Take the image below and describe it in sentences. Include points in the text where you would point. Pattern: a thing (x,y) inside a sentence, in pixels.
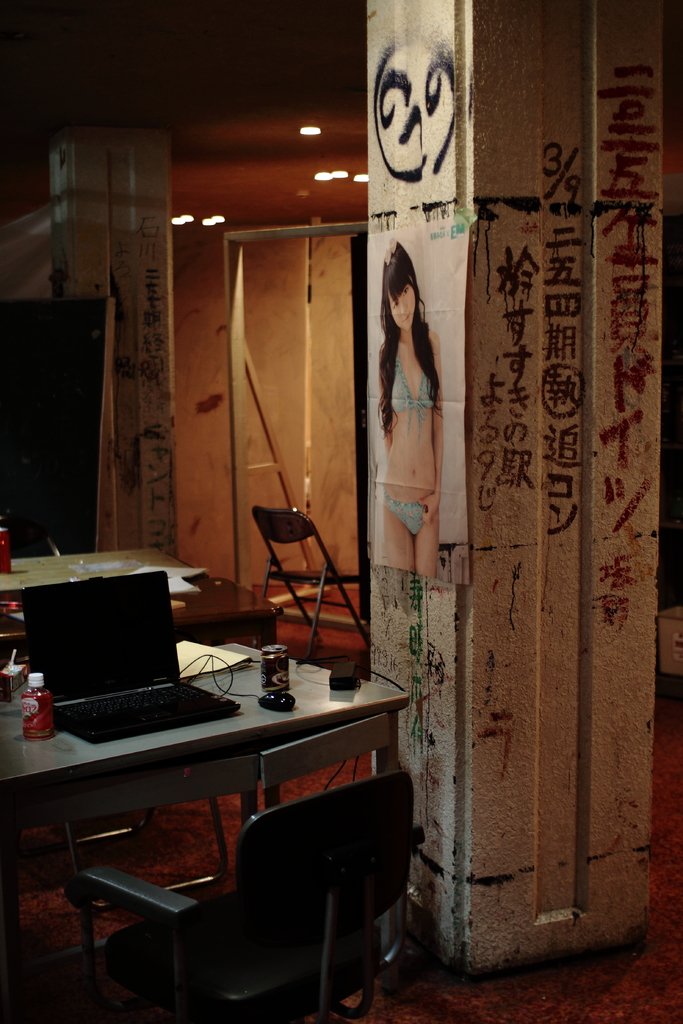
In this image, in the left side (51,758) there is a table (371,740) which is in white color, on that table (139,748) there is a laptop (84,679) which is in black color, there is a red color bottle (39,711), there is a chair (344,845) which is in black color, in the right side (469,854) there is a wall (521,545) which is in white color on that wall (502,460) there is a girl picture (425,450) pasted, in the background (186,326) there is a white color wall (192,313) and there are some light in the top (328,181) in yellow color.
